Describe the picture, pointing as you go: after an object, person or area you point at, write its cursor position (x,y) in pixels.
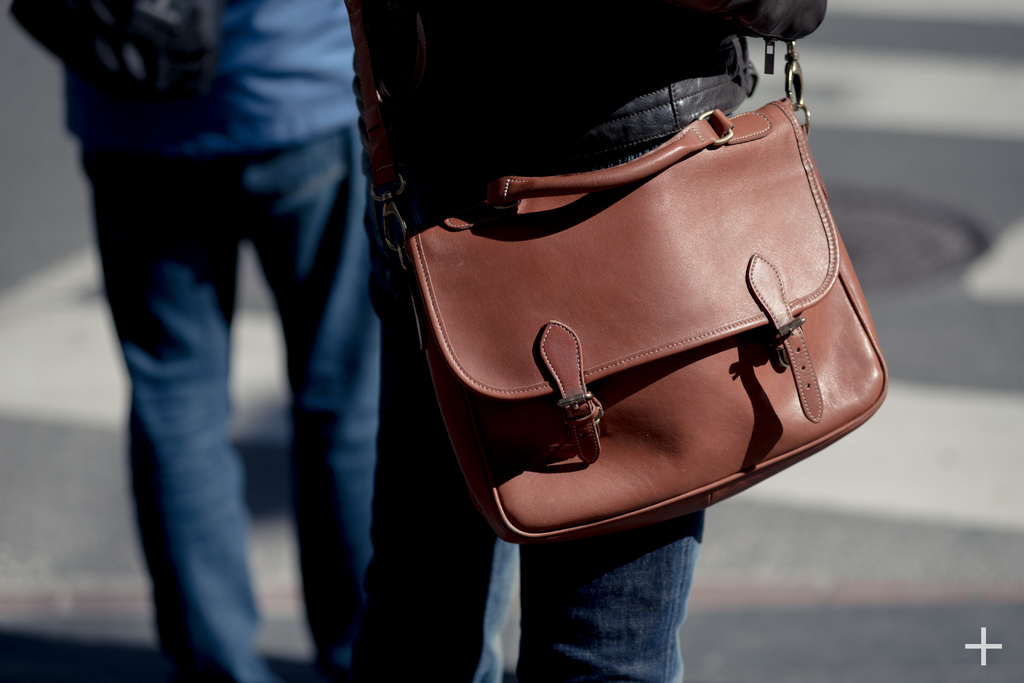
In this picture we can see two persons (364,254) are standing and one person (695,562) is wearing a bag (723,295).
